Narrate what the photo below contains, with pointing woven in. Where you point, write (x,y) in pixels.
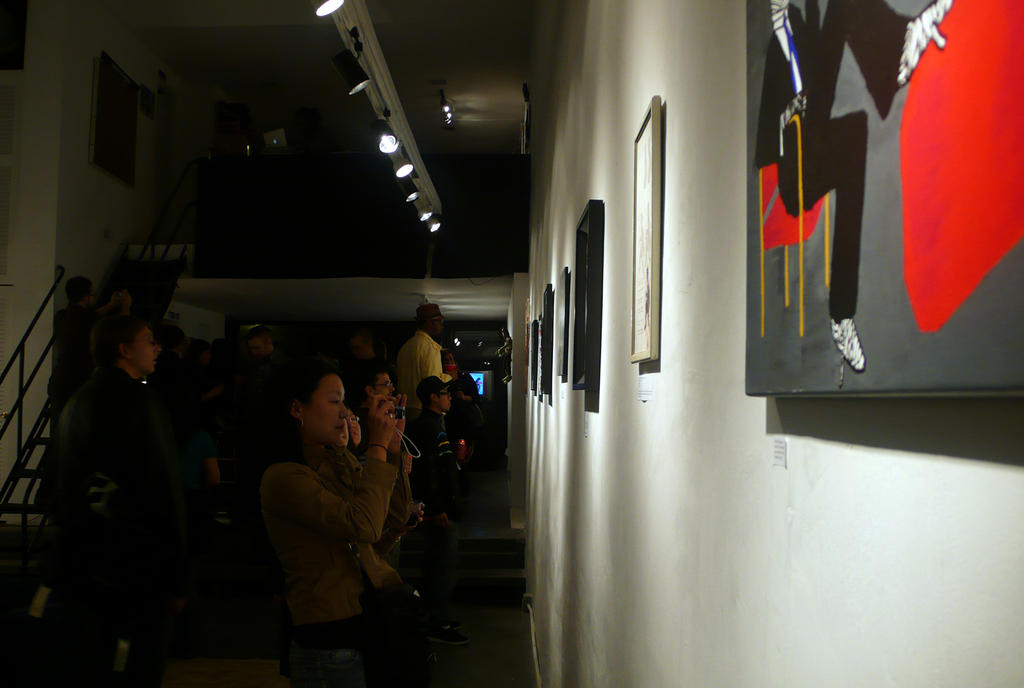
In this picture we can see a few frames (893,226) on the wall (536,265). We can see a woman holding a camera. There are a few people (128,478) visible on the ground (217,640). We can see a person (76,349) on the stairs (14,506). There are a few objects (124,163) visible on the wall (31,146) on the left side (160,79). We can see some lights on top of the picture (349,69).
